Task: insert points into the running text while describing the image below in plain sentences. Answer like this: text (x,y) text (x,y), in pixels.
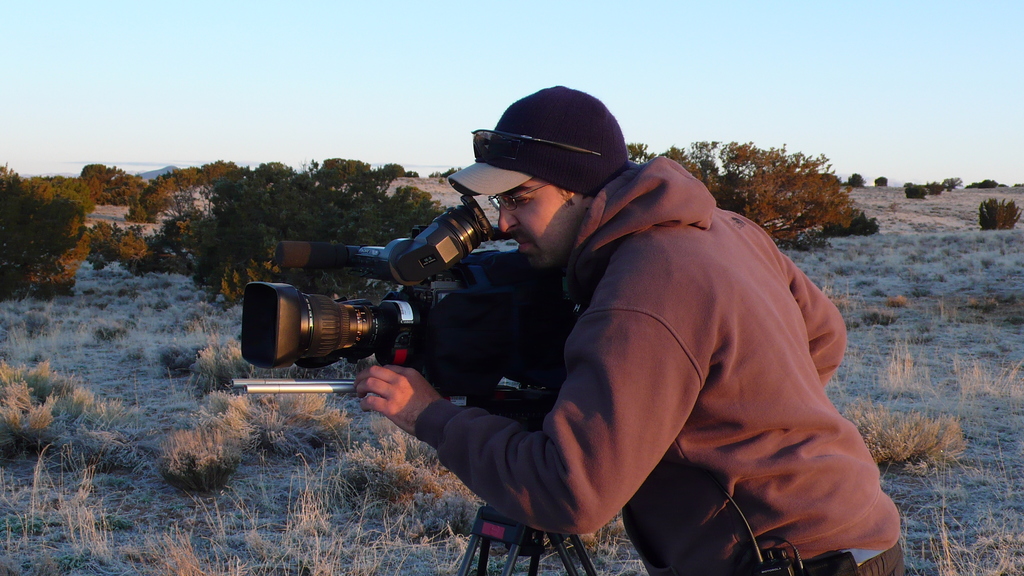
In this image there is a person (433,415) standing and holding a camera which is on the tripod stand (510,560), and in the background (286,183) there are plants (287,185), grass (112,397), sky (984,78).
